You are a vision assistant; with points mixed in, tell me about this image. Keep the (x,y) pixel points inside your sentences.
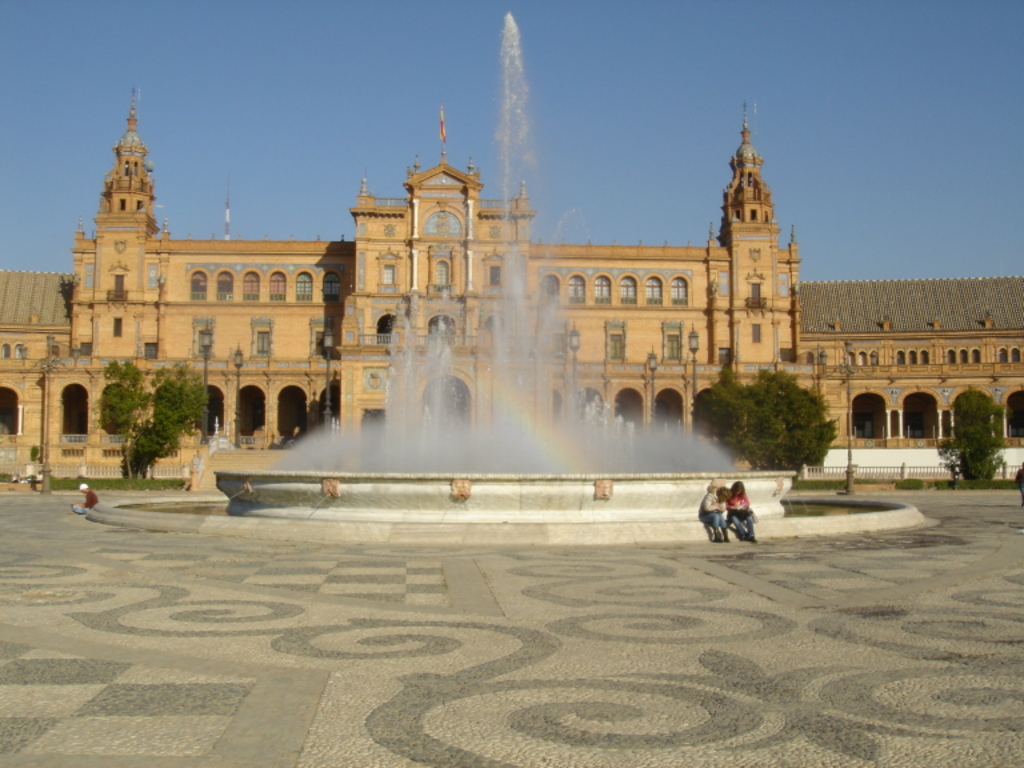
In the foreground of the picture (467,605) there is pavement (165,578). In the center of the picture (412,379) there are people (741,524) and fountain (334,461). In the background (283,324) there are trees (972,438), railing (74,469) and building (397,245). At the top of the building (470,163) there is a flag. Sky (421,90) is clear and it is sunny.
